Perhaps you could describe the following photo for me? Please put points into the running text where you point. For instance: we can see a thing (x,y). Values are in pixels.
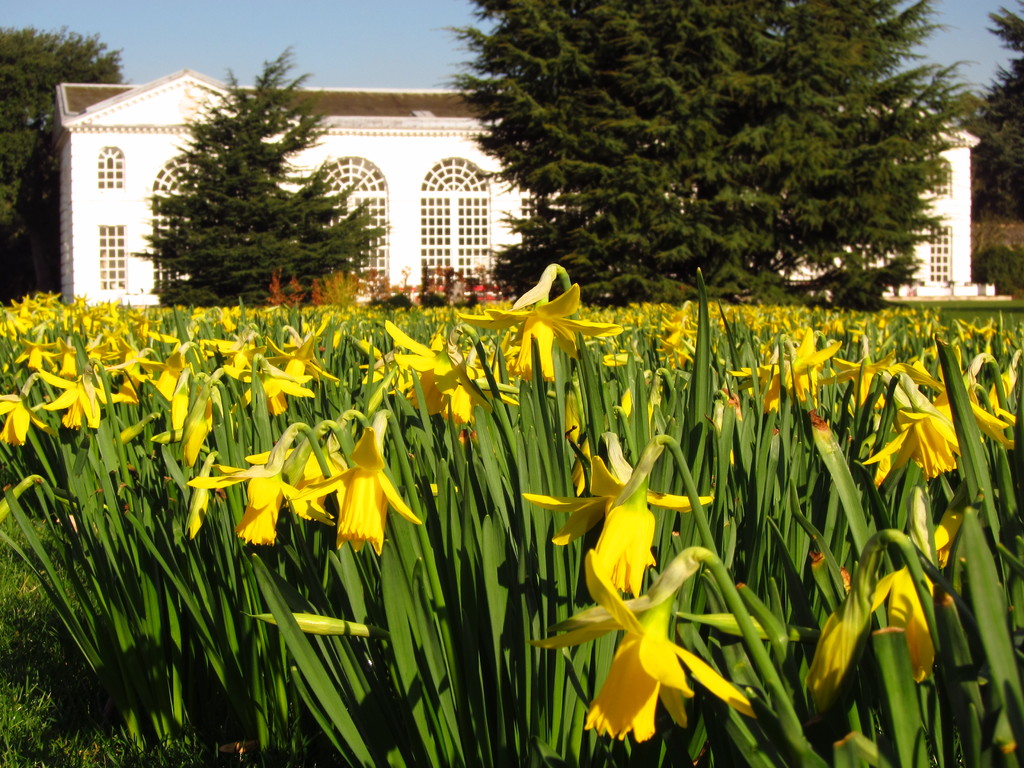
In this picture I can see a building (123,172) and few trees (831,170) and I can see plants (514,472), flowers (574,483) and a blue sky (412,42).
